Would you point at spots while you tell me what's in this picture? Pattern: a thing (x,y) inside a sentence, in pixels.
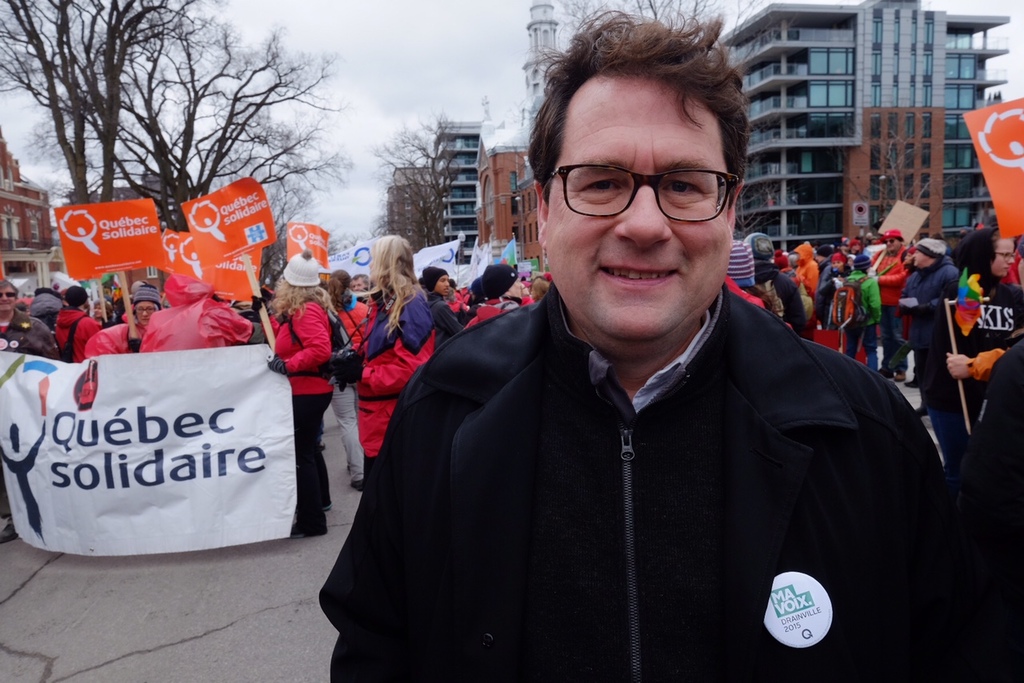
In the foreground of this image (562,500), we see a man (562,486) in black dress (563,469) having smile (626,277) on his face (641,270). In the background (351,381), there is the crowd (274,335) with placards (255,251) and banners (216,426) in their hands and on top (346,52), we see buildings (835,34) trees (193,82) and the sky (323,54).
